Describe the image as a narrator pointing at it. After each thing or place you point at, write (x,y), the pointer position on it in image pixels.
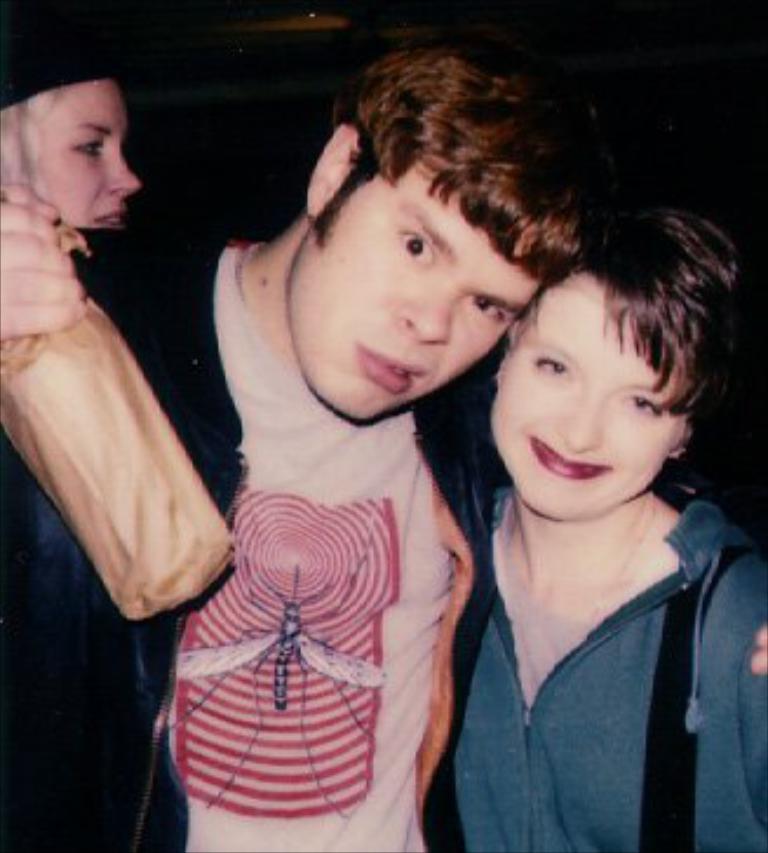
In the image we can see there are people (345,389) standing and there is a person (35,546) holding cover (109,458) in his hand (61,305). Background of the image is dark.
